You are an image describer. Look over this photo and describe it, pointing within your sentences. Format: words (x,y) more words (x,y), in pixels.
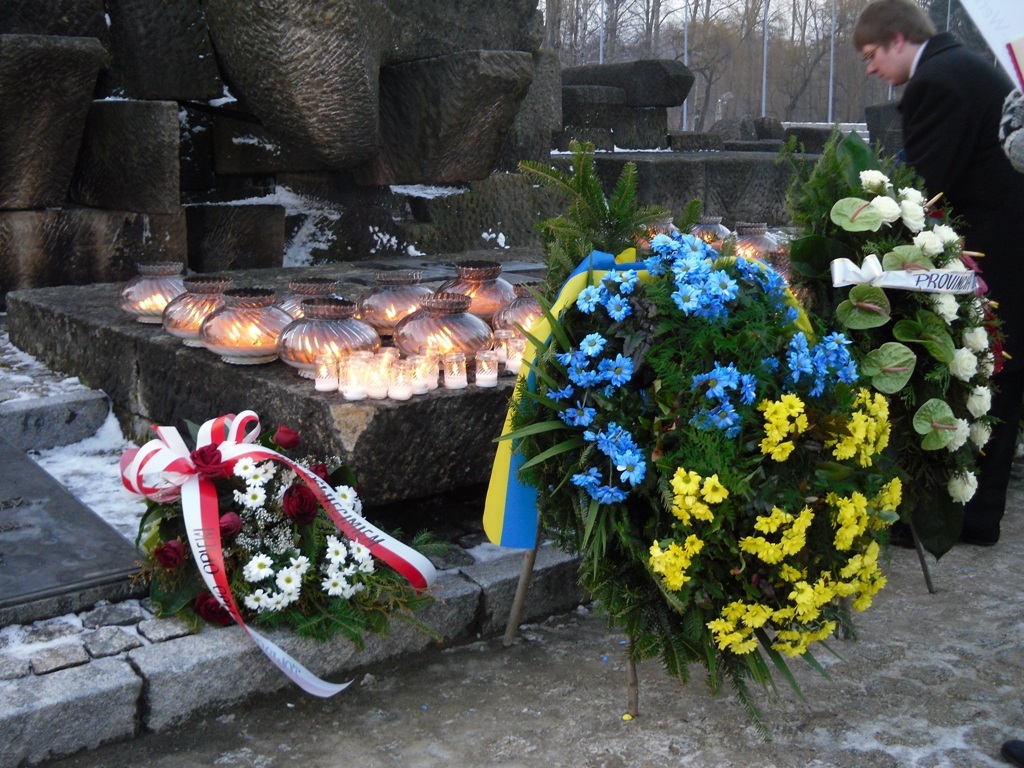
In this picture we can observe some bouquets (359,501) placed on the floor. There are some candles (353,371) and pots (285,314) placed on this stone (189,356). In the right side (987,197) there is a person (994,213) standing. In the background (389,37) there are some stones (572,104) and trees (736,52) here.
